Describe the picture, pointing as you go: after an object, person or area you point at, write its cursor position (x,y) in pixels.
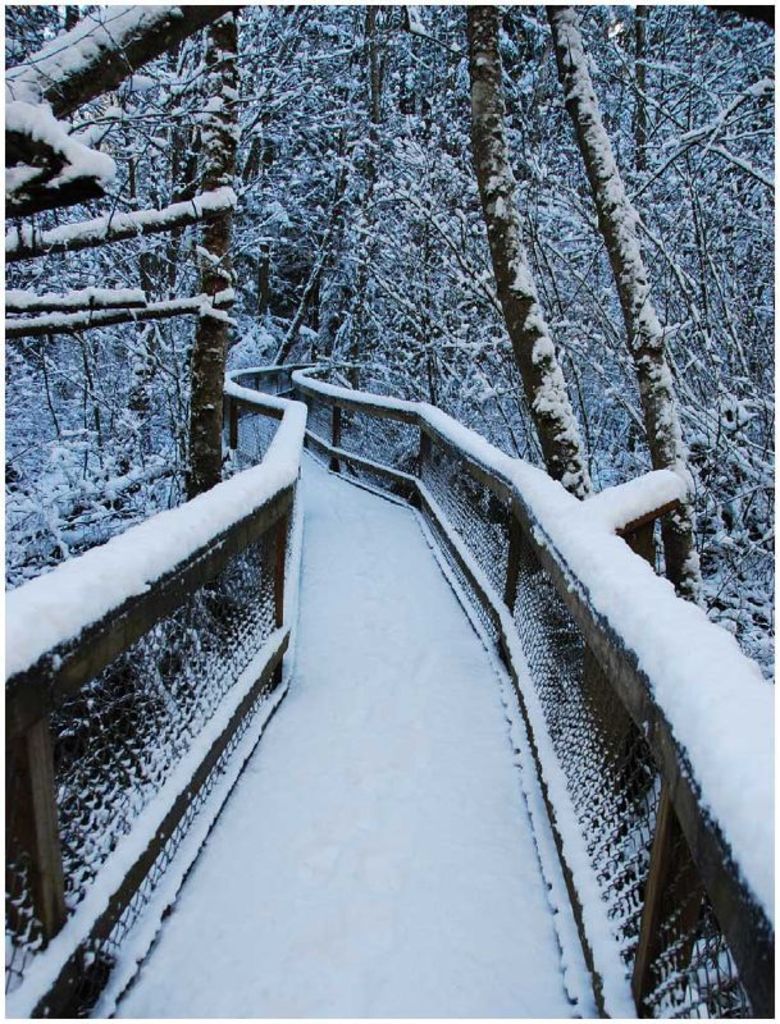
In the picture we can see a bridge (723,634) with a railing (736,645) and besides, we can see trees (28,249) and on the bridge (670,869) and trees (643,13) we can see a snowfall (476,317).
